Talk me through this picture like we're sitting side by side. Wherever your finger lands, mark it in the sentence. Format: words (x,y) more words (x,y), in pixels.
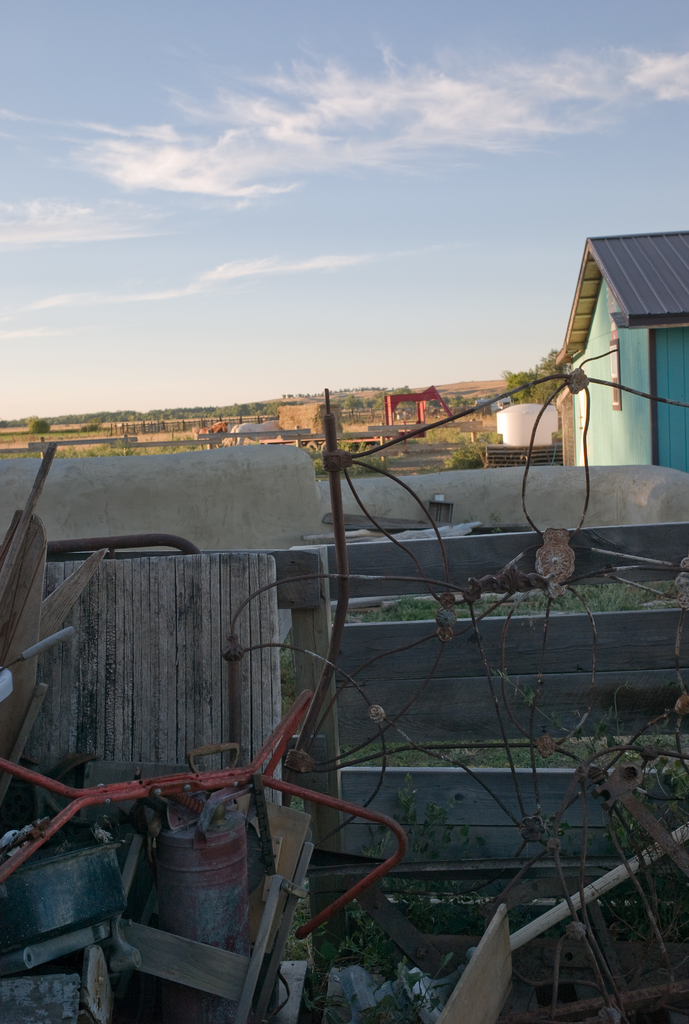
In this image we can see an iron wire (513,783), few wooden objects (119,610), wooden fence (663,527), beside there is a house (636,404), grass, trees (74,421), hills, we can see the sky (320,105) with clouds (350,262).
